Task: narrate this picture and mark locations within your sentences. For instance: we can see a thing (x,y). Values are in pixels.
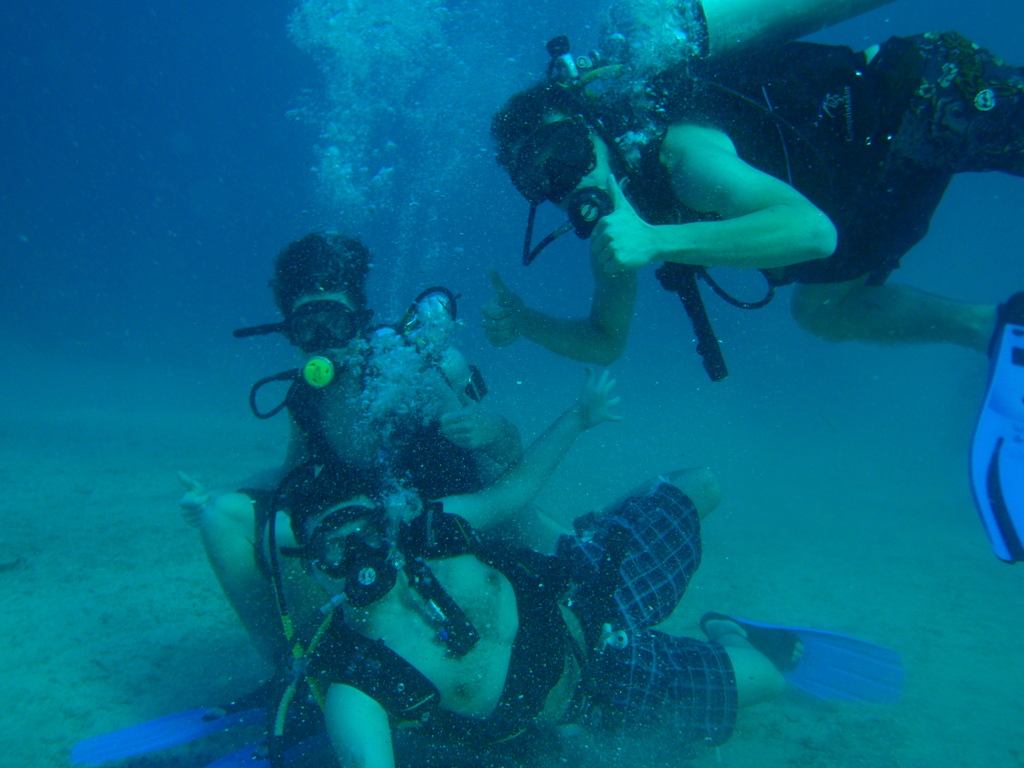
In this image we can see three persons (599,152) swimming in the water (127,462).
